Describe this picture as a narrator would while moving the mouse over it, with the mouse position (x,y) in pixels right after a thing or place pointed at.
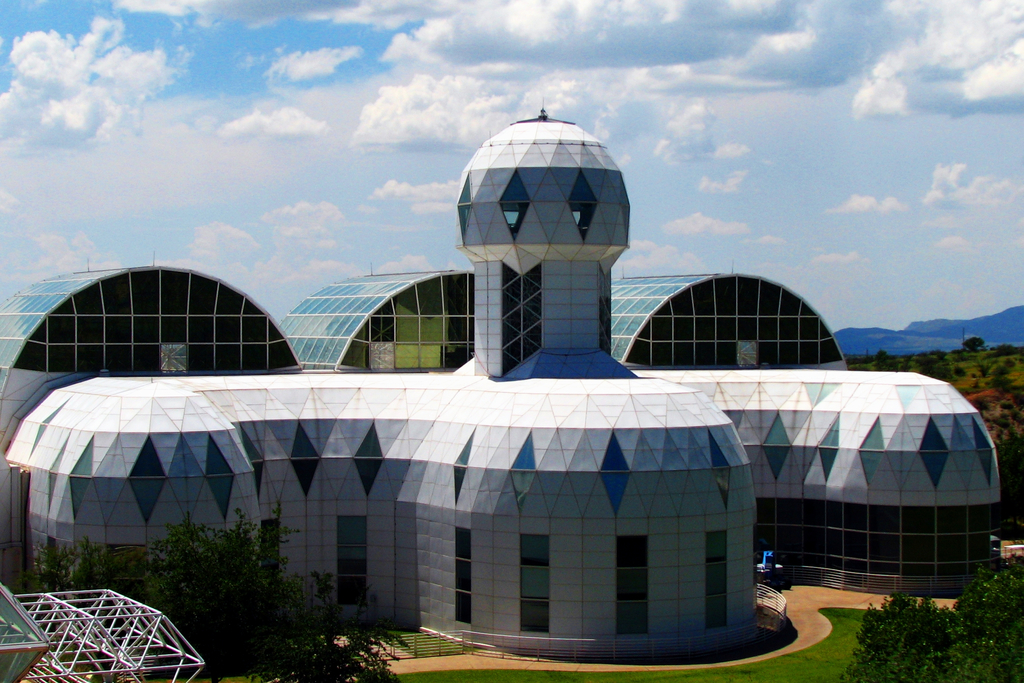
In this image in the center (554,417) there is a building (536,514) and on the right side (874,613) and left side (322,640) there are trees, on the left side (76,632) there are some objects (147,645). And at the bottom (690,643) there is grass (821,647) and walkway (406,664) and railing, and in the background (974,356) there are mountains (892,337) and trees (948,376). And at the top (580,62) there is sky (580,62).
